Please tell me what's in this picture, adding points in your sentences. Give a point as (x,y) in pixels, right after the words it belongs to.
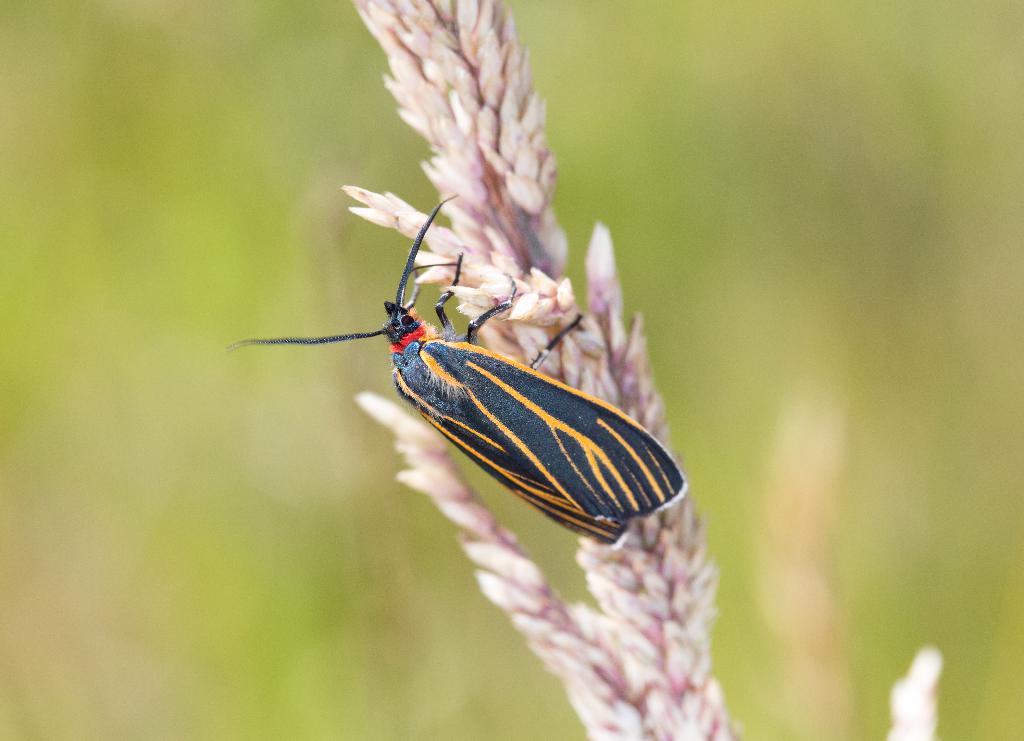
In this image we can see an insect (587,498) on the plant (475,232) and the background (239,397) is blurred.
